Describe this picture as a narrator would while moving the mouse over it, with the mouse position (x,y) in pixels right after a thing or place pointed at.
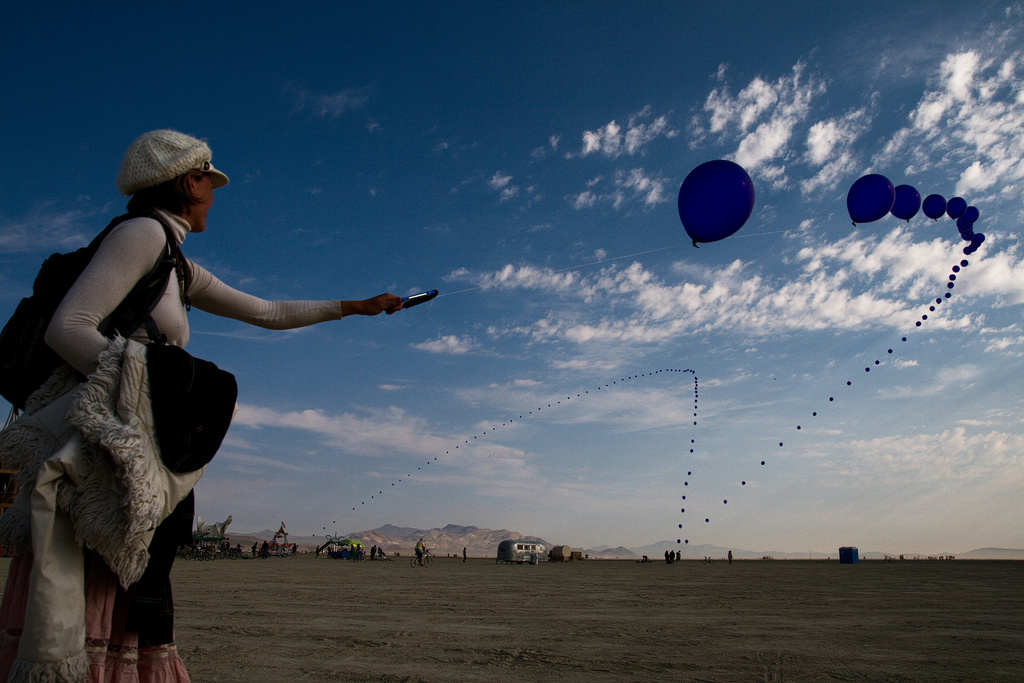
There is a person (186,201) standing and wearing bag (157,371) and holding cloth (101,431). We can see balloons (932,217) in the air (552,519). Background (650,471) we can see people (266,544), hills (371,538) and sky (629,409).
